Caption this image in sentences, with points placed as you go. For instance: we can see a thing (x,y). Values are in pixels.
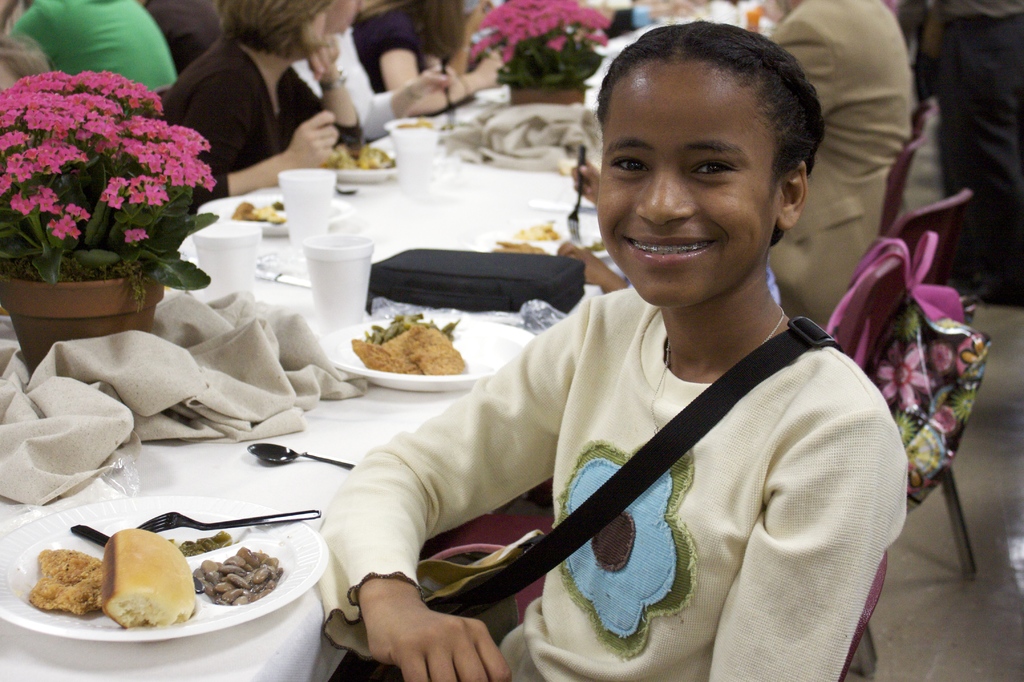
In this picture we can see a girl (756,509), she is smiling, here we can see a platform (335,477), plates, food items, forks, spoon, clothes (269,321), glasses (242,263), houseplants (156,174) with flowers (174,175) and some objects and in the background (198,204) we can see a group of people (249,175).
